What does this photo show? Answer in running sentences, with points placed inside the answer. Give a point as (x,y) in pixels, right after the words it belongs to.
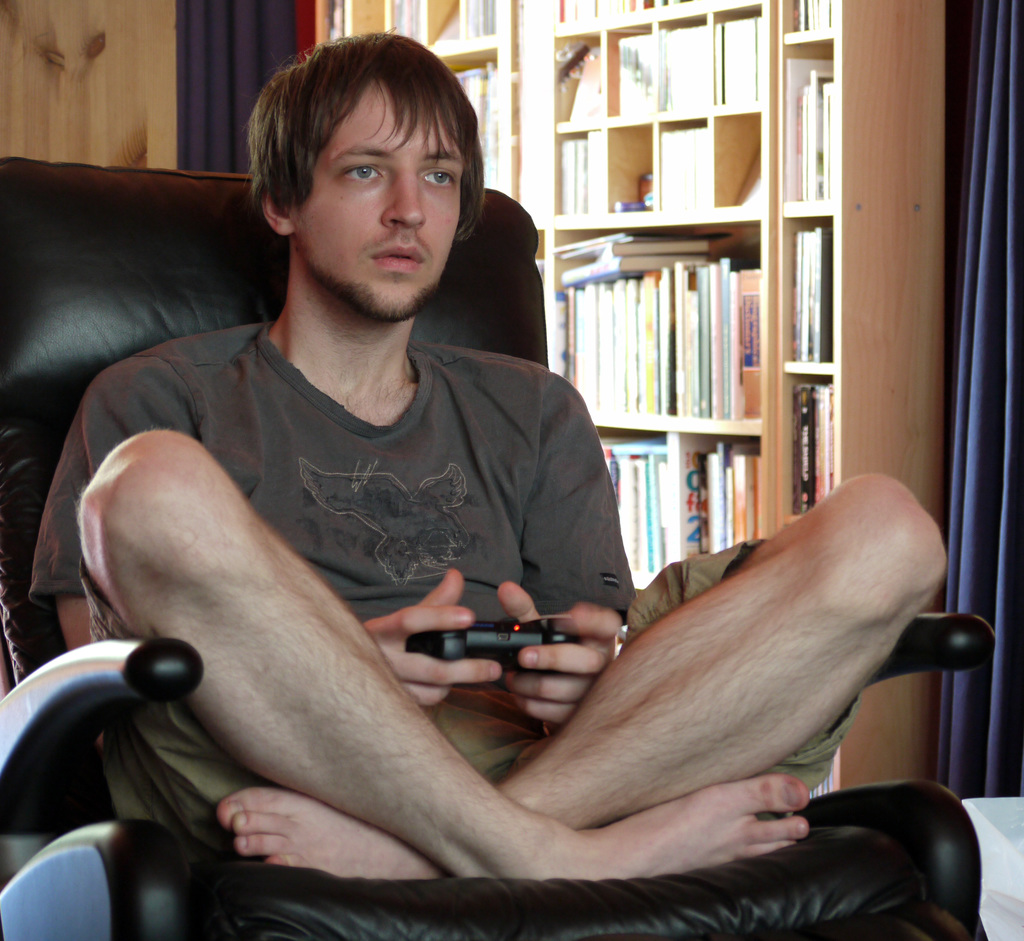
In the center of the image (437,387) we can see a man (334,527) is sitting on a chair (171,916) and holding a remote (508,642). In the background of the image (1005,2) we can see the wall (79,50), curtains (972,554), rack (898,232). In the rack (875,287) we can see the books (730,89).
